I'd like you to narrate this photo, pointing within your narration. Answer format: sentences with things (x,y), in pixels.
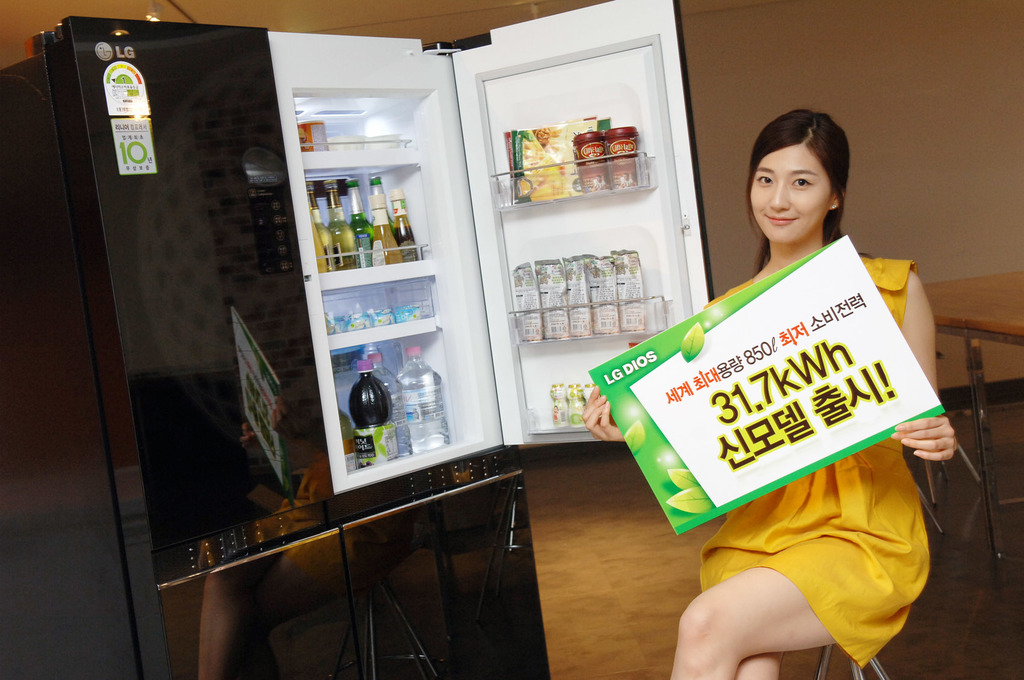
In this picture we can see a refrigerator (285,453). There are few bottles (379,387) and packets (570,191) in this refrigerator (196,416). We can see a woman (805,234) sitting on the chair (863,674). She is holding a board (760,465) in her hand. There is a table (958,296) and a wall (968,190) in the background (957,139).
